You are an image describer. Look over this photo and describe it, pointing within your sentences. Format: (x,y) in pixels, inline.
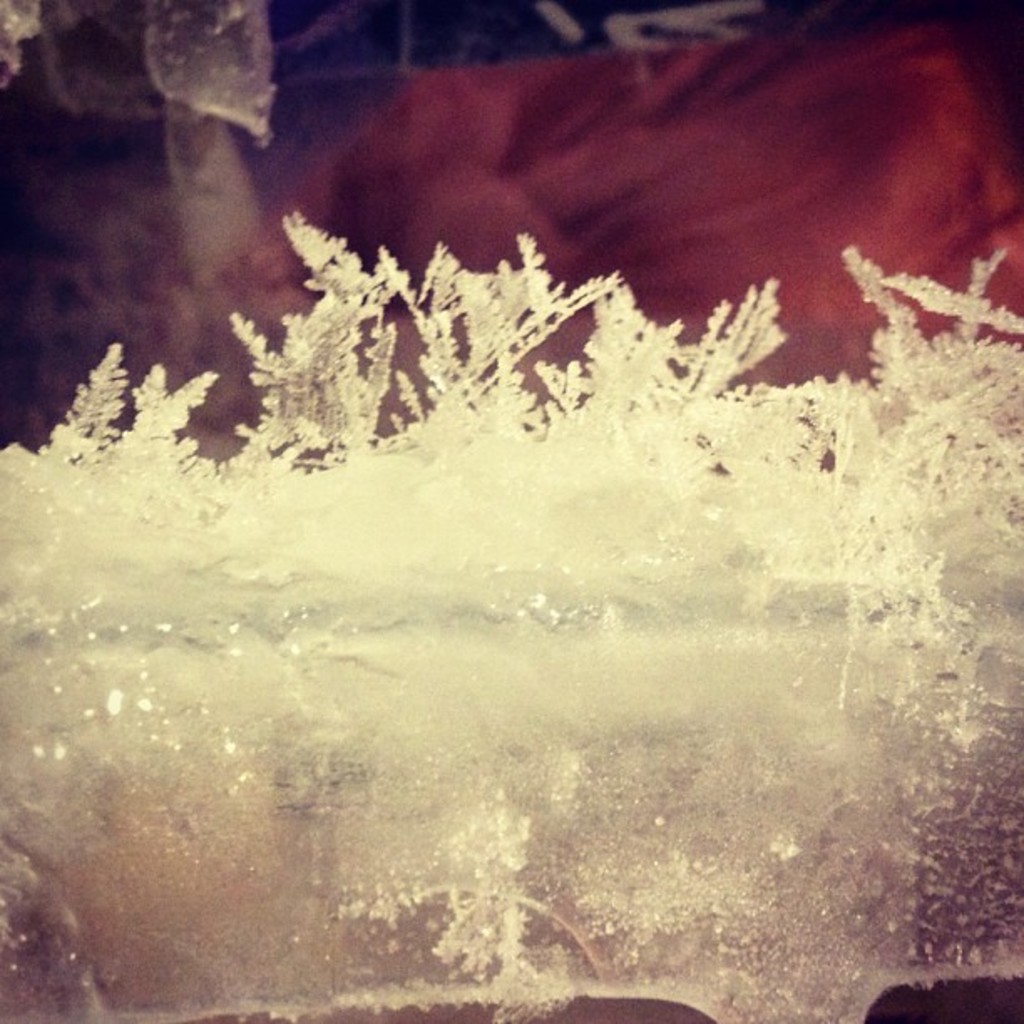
In the center of the image (546,441) there is ice (186,985).
